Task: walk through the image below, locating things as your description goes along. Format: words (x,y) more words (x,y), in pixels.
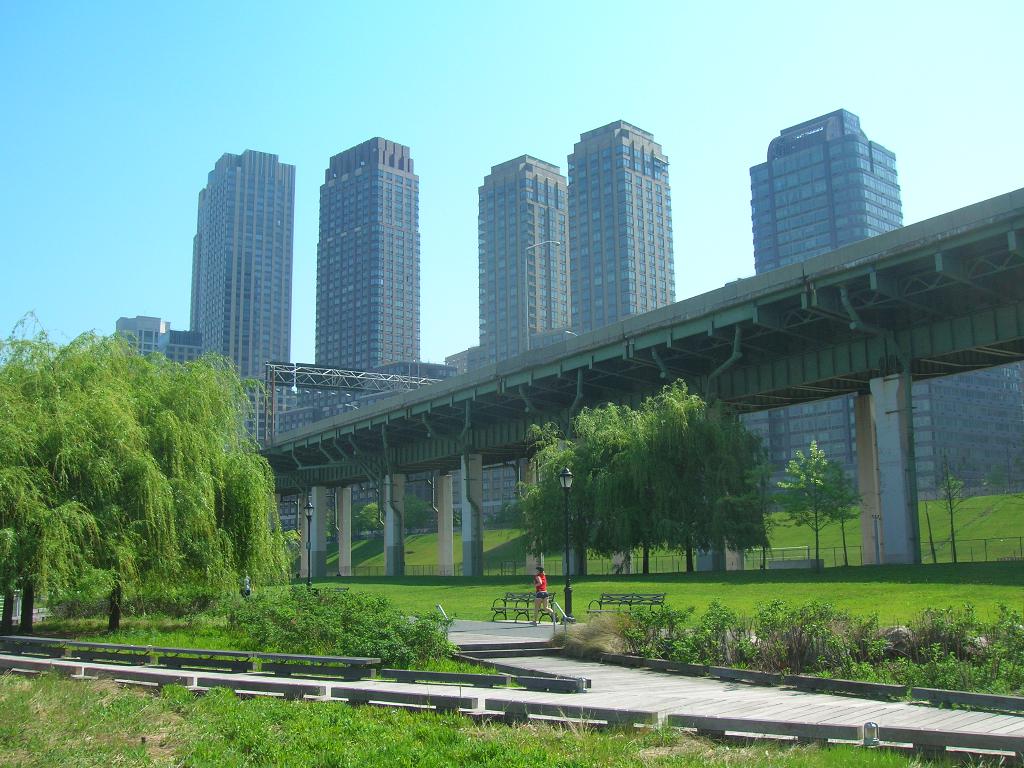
At the bottom of the picture (344,727), we see the grass (317,703). Beside that, we see the rods (715,719) and the pavement (592,671). In the middle (570,472), we see a woman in the red T-shirt (542,590) is walking and beside her, we see the benches (523,608) and a light pole (570,581). On the left side (207,557), we see the trees (61,545). In the middle (518,455), we see the trees (608,486) and a bridge (907,321). There are buildings (782,429) in the background (786,430). At the top (336,130), we see the sky (236,118).
